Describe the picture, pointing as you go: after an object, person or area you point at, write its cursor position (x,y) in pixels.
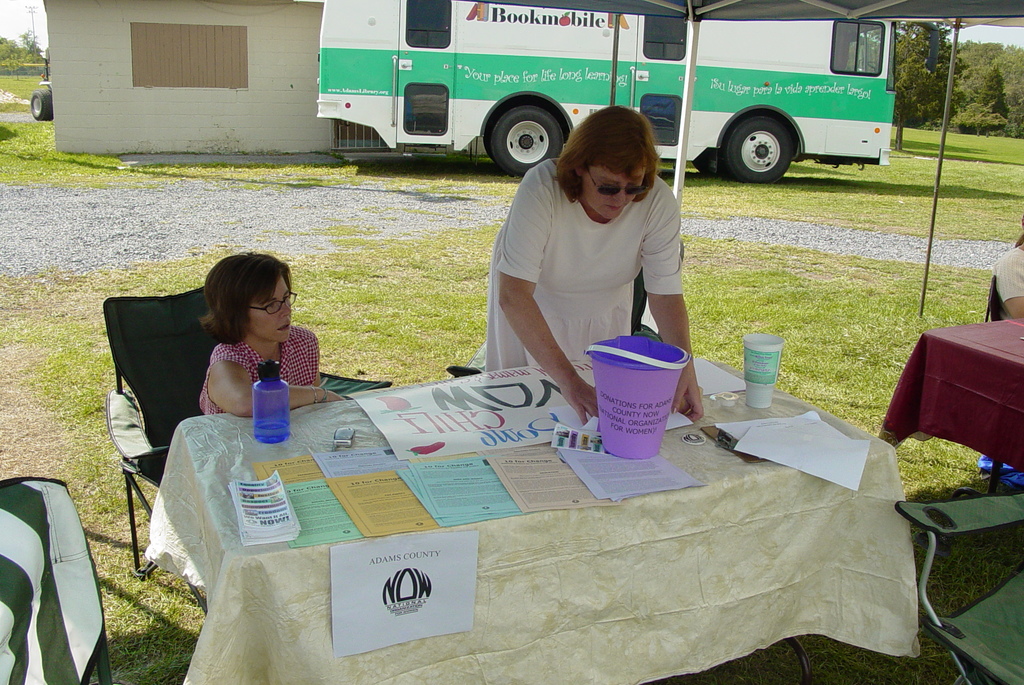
In the garden area (308,221) there is a table (519,562). On the table (548,490) there are some papers (536,470), bucket (634,385), bottle (270,421), glass (773,379) and a poster (446,422), mobile phone (338,438). In front the table (337,418) there is a lady (233,365) sitting on the chair (194,379). And a lady (556,293) with black color goggles (611,192) and a white color dress (576,286) is standing. And to the right side (1012,275) there is another person (1001,281). There is a grass (864,270). Behind them there is a bus (678,62). And a building (237,64).
